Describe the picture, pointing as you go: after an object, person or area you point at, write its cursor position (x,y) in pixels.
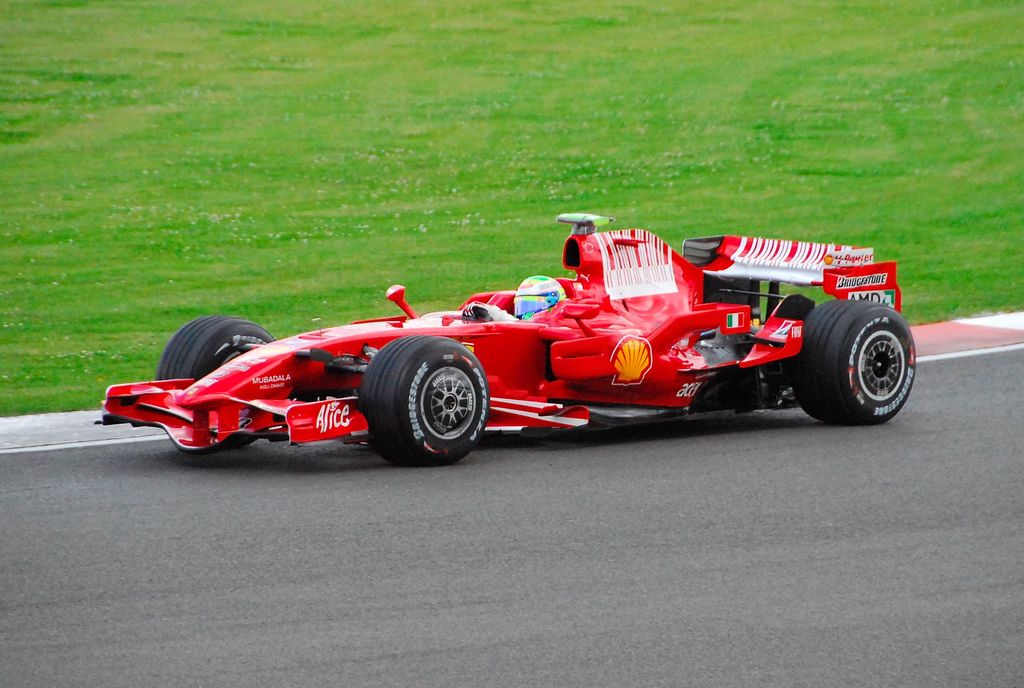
In this picture I can see a red color sports car (569,323) on the road (187,642) and I can see grass (517,167) on the ground (330,150).
